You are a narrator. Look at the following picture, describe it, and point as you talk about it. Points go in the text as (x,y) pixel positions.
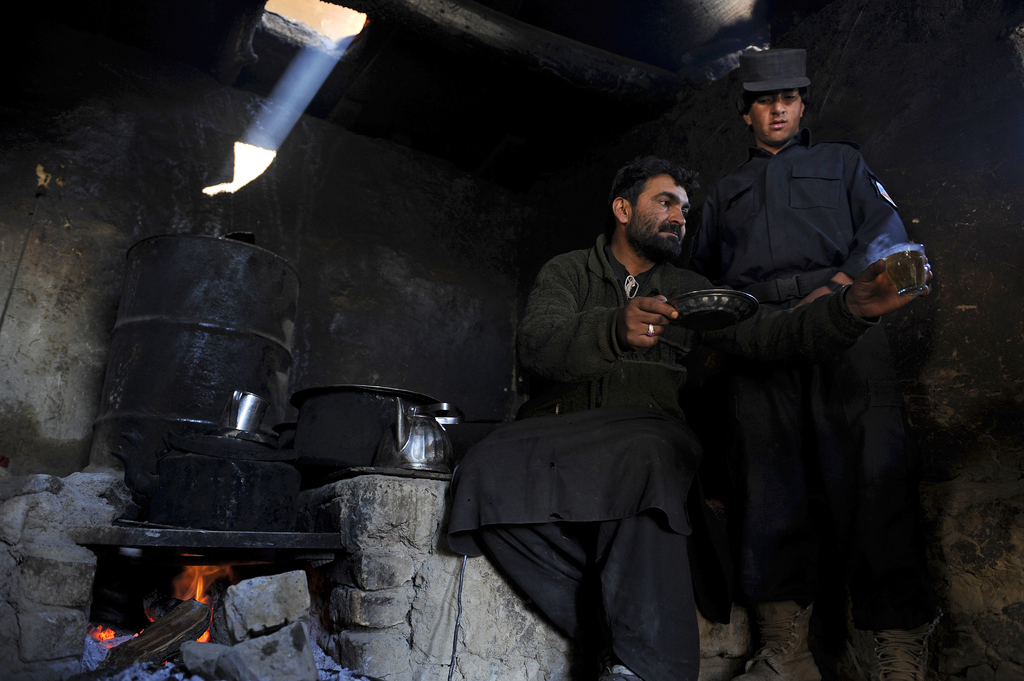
This image is taken from inside. In this image there are two persons (646,419), one is standing and one sitting and he is holding a plate (681,294) and a glass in his hand (861,302), beside him there are few utensils (362,426) and there is a kettle (233,489) placed on the fire (190,573) which is from wooden sticks (143,631). In the background (285,212) there is a wall (254,231) and at the top of the image (490,46) there is a ceiling (486,52).
